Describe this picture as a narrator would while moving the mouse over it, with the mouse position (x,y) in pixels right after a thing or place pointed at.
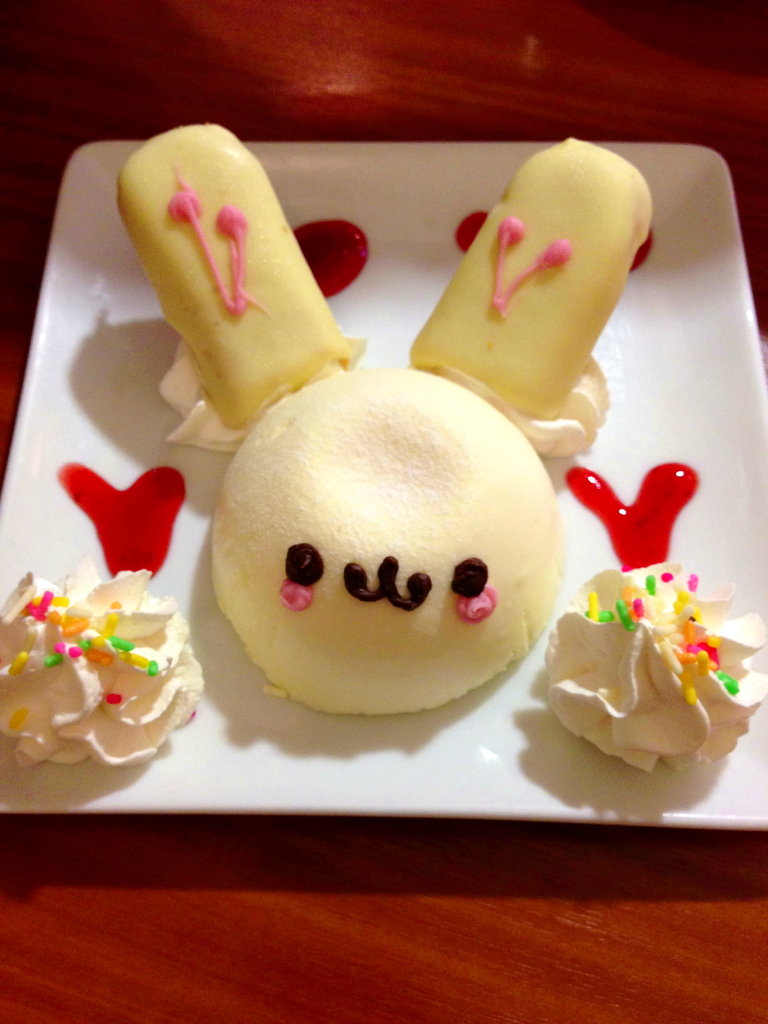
In the center of the image (369,420) there are food items (109,754) on the plate (464,784). At the bottom of the image (170,905) there is a table (241,916).
